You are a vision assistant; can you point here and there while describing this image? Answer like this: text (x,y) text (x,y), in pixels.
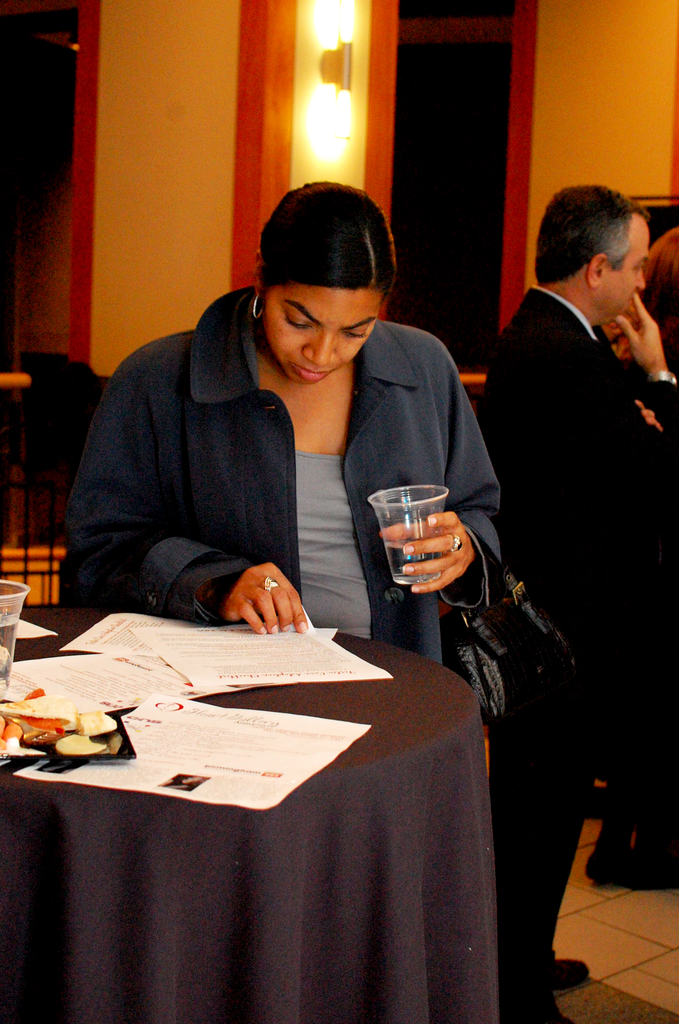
Here we can see a woman (205,341) with a glass (417,513) of water (399,575) in her hand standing in front of a table (330,685) having number of papers (181,693) on it and behind her we can see a person (519,360) standing and there are lights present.
